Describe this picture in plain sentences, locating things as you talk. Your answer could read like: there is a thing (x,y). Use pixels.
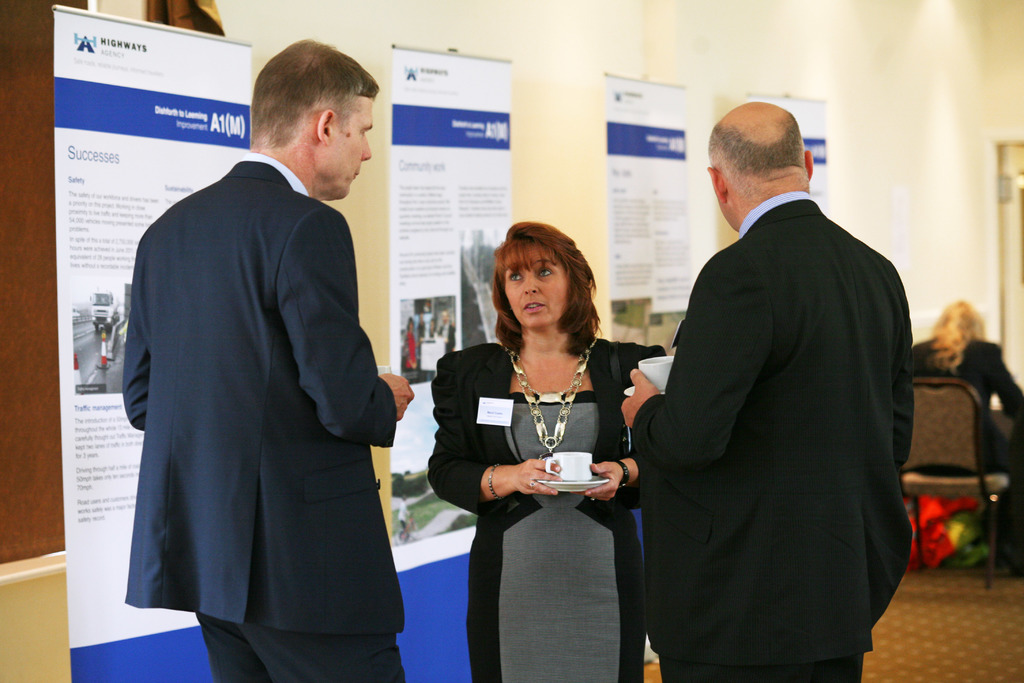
In this image we can see few people (628,471). We can see few people (651,418) holding a cup (590,473) and saucer (584,484). A person (1003,384) is sitting on the chair (970,440) at the right side of the image (975,459). There are few advertising banners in the image.
